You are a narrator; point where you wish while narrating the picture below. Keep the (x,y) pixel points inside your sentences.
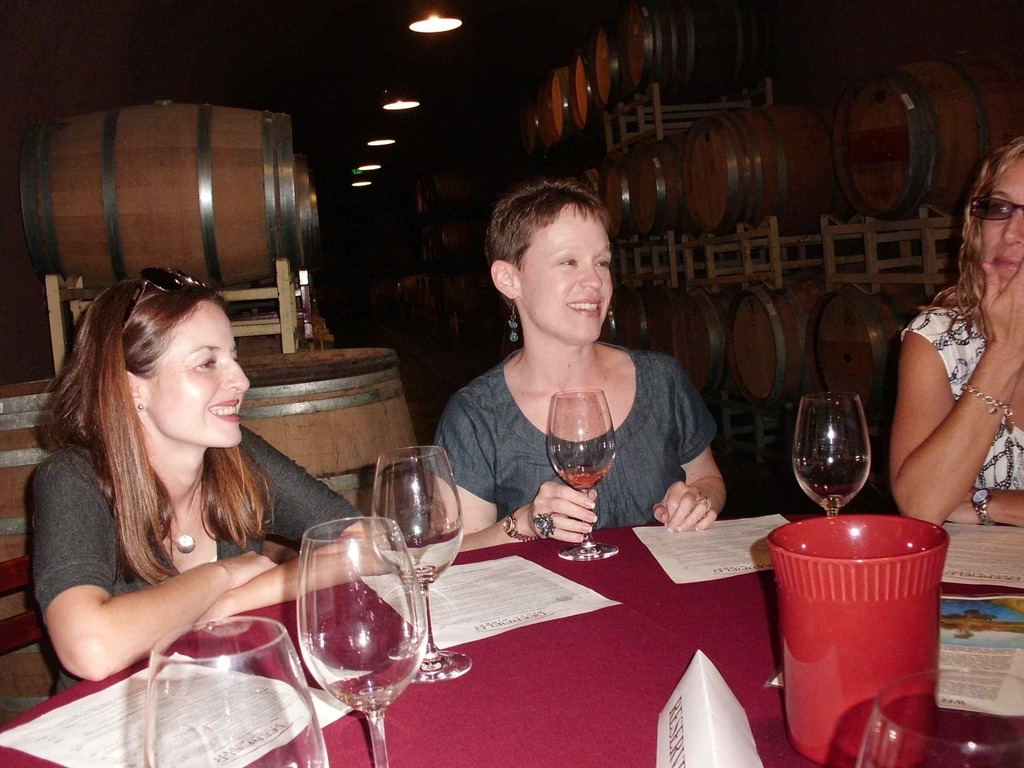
As we can see in the image there are three people (159,396) sitting on chairs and there is a table (447,756). On table (619,541) there are glasses (202,732), papers (950,690) and posters (950,679).
